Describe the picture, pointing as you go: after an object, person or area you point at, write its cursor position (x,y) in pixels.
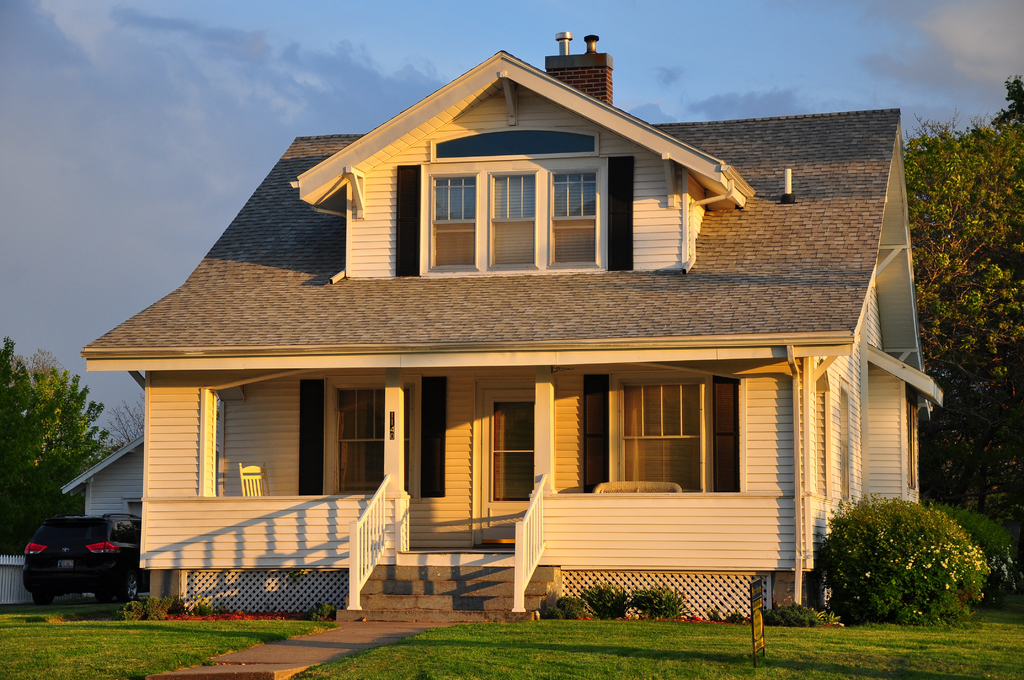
In this image there is a building (539,456). Here there is a car (102,549). In the background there are trees (924,368). This is the staircase (442,569). There are plants (913,567) in front of the building (574,595). This is the path (227,672). The sky (216,238) is cloudy.
